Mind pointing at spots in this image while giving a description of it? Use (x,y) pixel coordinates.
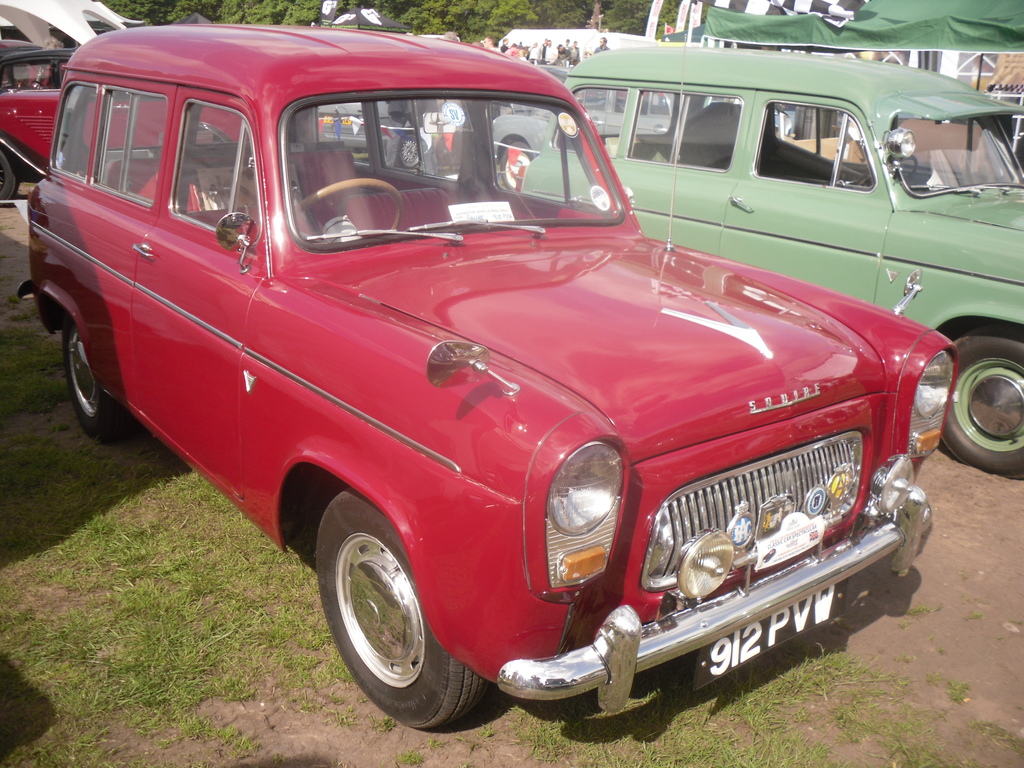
In this image I can see many cars (87,224), in front (580,266) the cars (379,316) is in red color. Background (762,26) I can see a shed (771,15) and trees (510,27) in green color.
